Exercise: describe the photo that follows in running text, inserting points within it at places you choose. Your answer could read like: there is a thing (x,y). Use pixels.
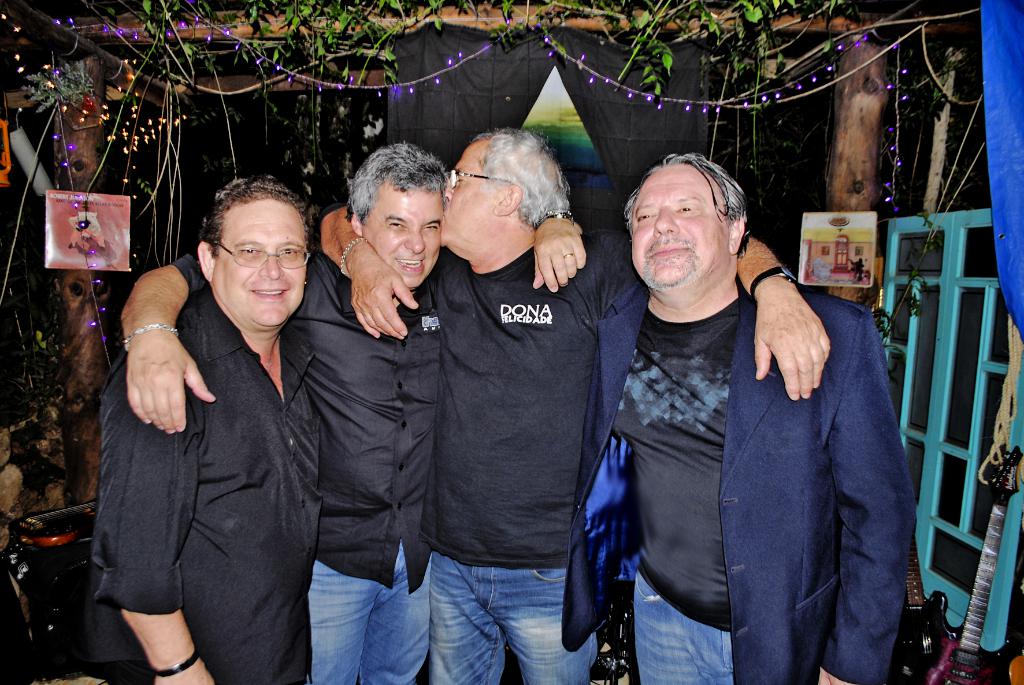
Here in this picture we can see a group of men (543,378) standing over a place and smiling and the person (538,457) in the middle (596,334) is kissing the other person (432,245) on the forehead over there and behind them we can see the place (273,144) is fully decorated with lights (128,73) and we can also see some plants (597,2) present and on the right side (943,300) we can see a door (949,287) present and we can also see a couple of guitars (960,664) present and we can also see other musical instruments (51,540) present behind them over there and on the wooden poles (89,99) we can see some photos (126,200) present over there.
